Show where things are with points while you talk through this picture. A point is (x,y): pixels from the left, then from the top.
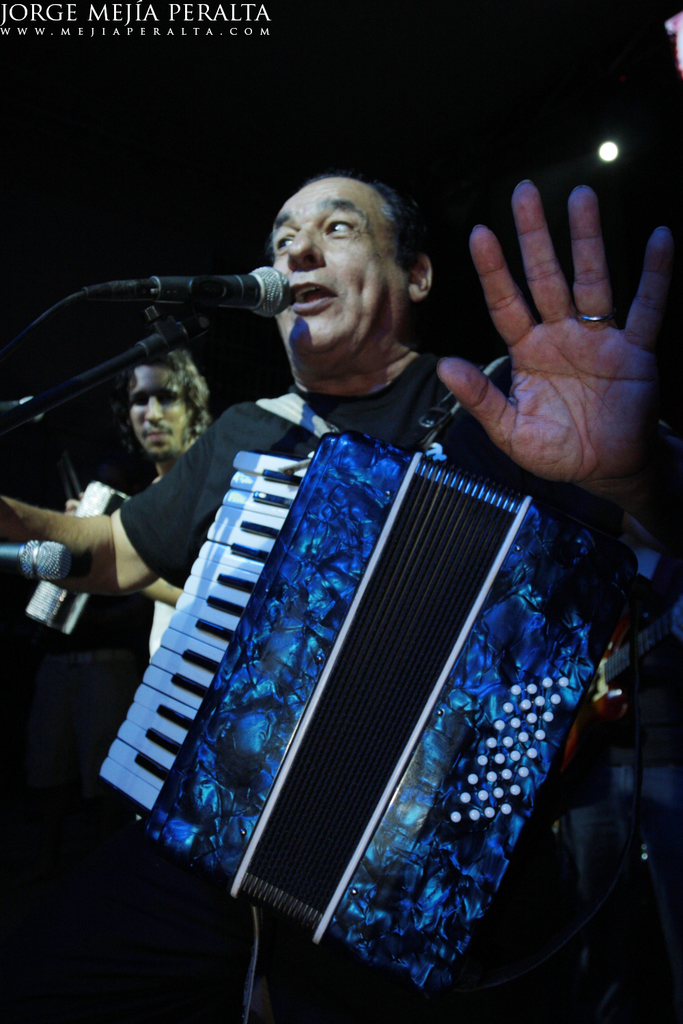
In this image there is a man (357,422) standing near the mic (209,300) by wearing the accordion (387,665). In the background (159,422) there is another person (151,420). At the top (601,156) there is light (610,151).
